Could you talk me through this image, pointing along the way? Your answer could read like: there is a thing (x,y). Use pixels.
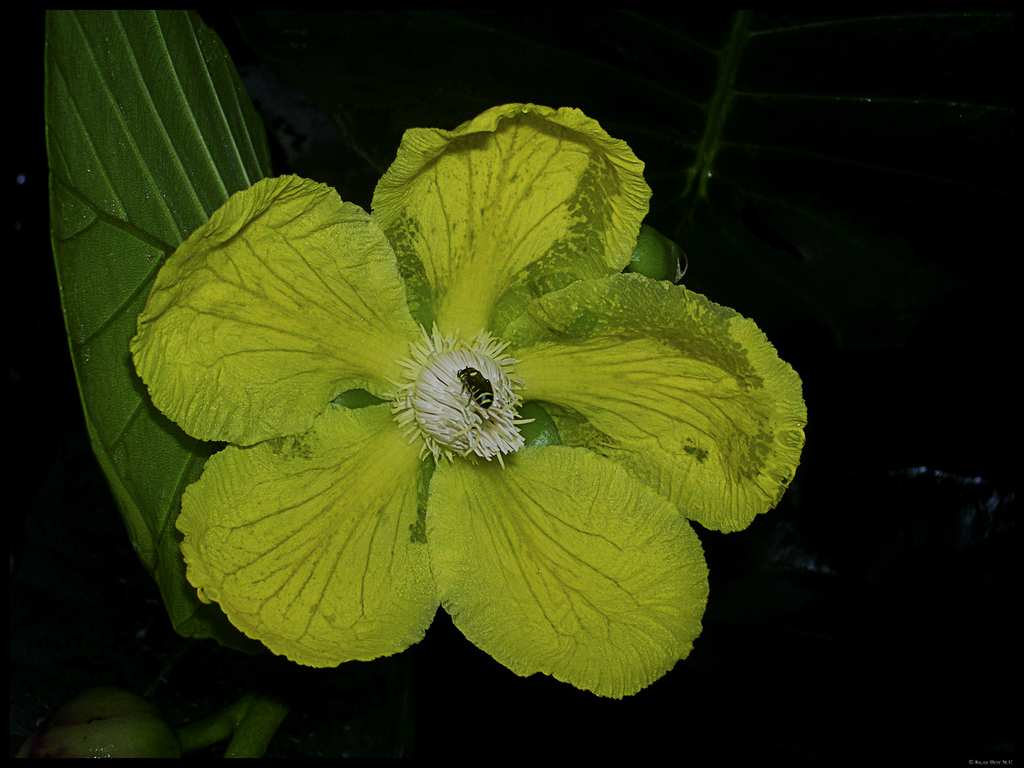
This is zoom-in picture of a green color flower (640,388), behind one leaf (128,185) is there.
